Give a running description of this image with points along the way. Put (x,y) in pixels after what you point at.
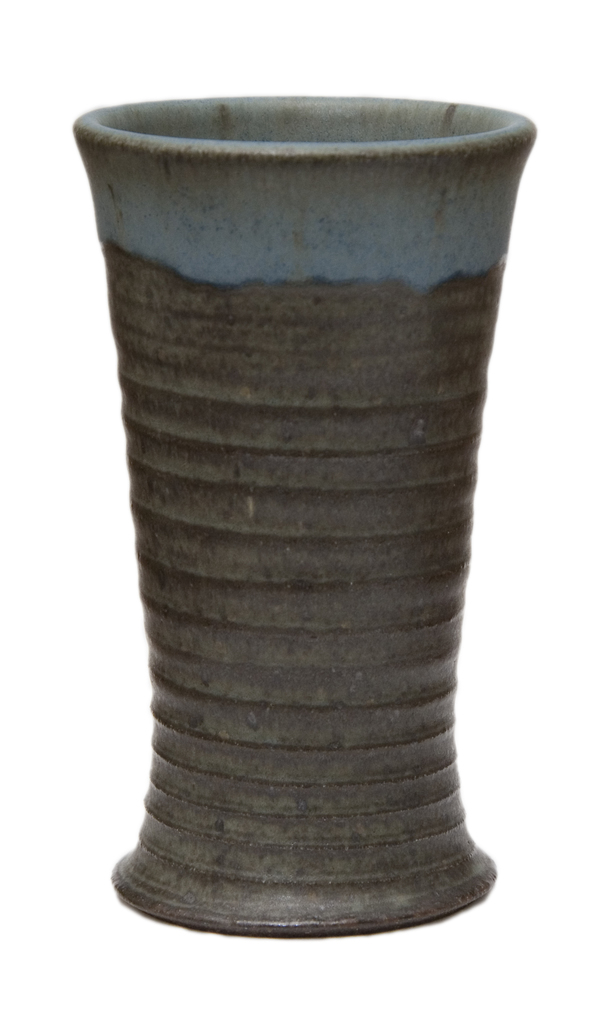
In this image i can see a clay pot (220,178) and background (405,56) is white.
